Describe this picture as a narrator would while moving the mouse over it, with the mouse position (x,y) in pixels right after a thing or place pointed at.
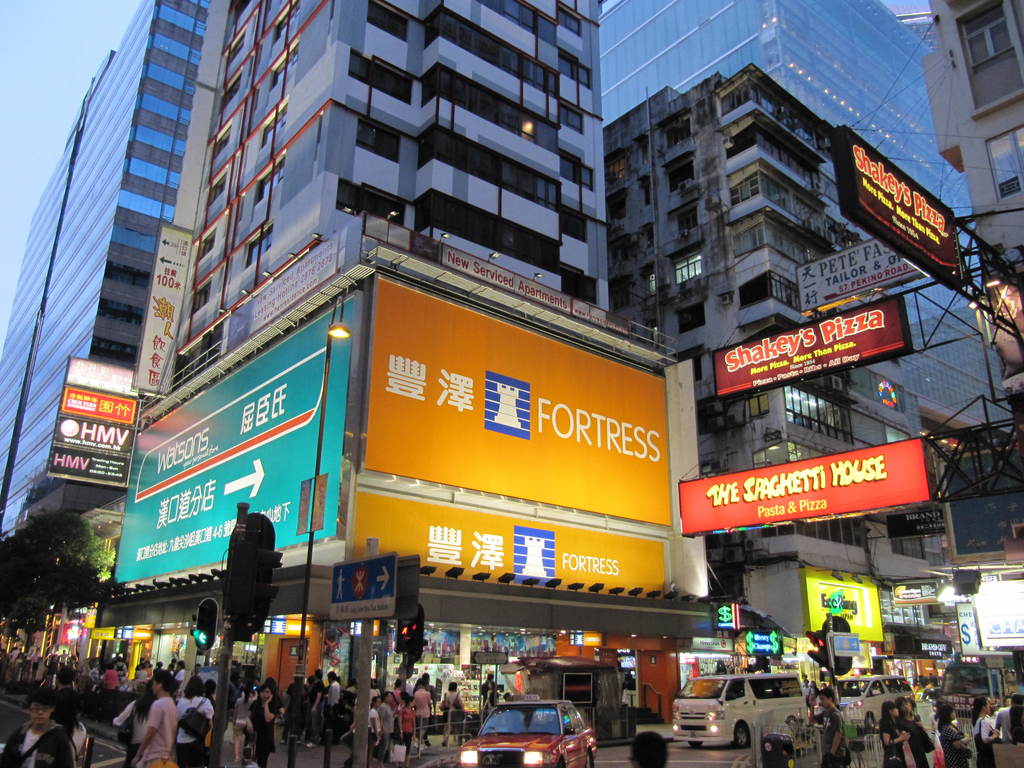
In this image there are some buildings (41,276), boards (435,406), hoardings (435,406), poles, lights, traffic signals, vehicles (885,717) and some persons (70,760) are walking. And at the bottom (622,751) there is road (459,737), and also on the left side (79,570) there are some plants (81,561). At the top (66,83) there is sky (86,60).
